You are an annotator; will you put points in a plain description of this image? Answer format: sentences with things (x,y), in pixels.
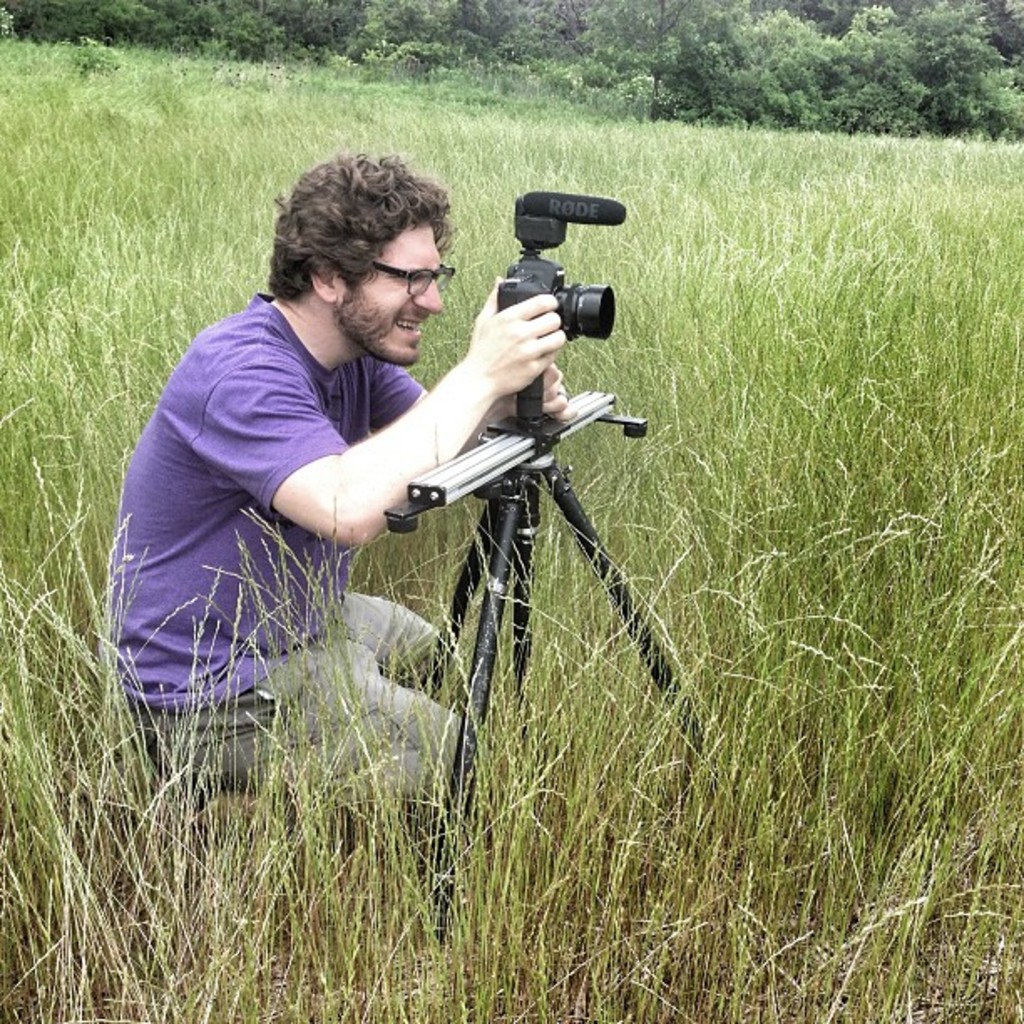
There is a person (230,725) on the grass (415,903) holding a tripod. There are trees (681,48) at the back (532,58).
